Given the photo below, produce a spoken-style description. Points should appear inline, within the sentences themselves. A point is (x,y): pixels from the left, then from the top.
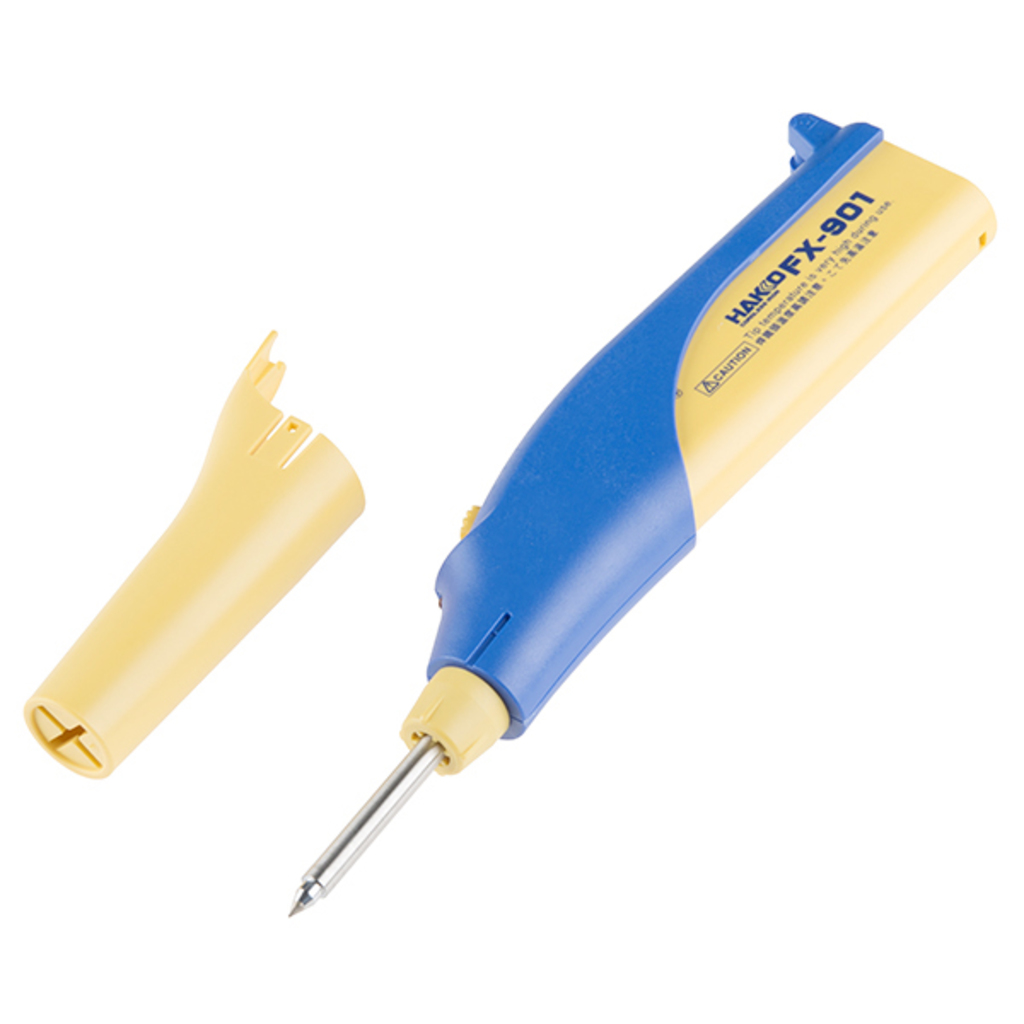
In the image there is a soldering iron (616,403) in yellow and blue color. Beside that there is a yellow color cap (186,588) of it.
